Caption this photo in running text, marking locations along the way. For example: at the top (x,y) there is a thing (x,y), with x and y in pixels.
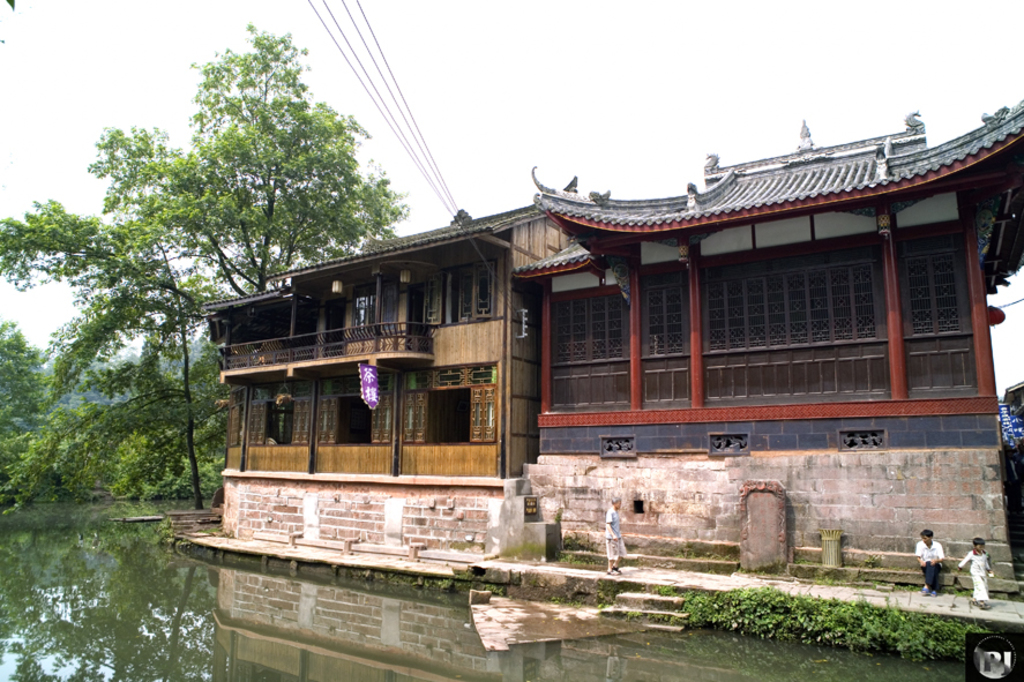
In this image we can see buildings (629,362), persons (988,558), railing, boards (364,395), trees (156,237), plants (832,637) and other objects (603,333). In the background of the image (141,364) there are trees (110,326), sky (123,61), cables (420,136) and other objects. At the bottom of the image (276,620) there is water (301,663). On the right side (972,652) bottom of the image (1020,643) there is a watermark (971,635).
